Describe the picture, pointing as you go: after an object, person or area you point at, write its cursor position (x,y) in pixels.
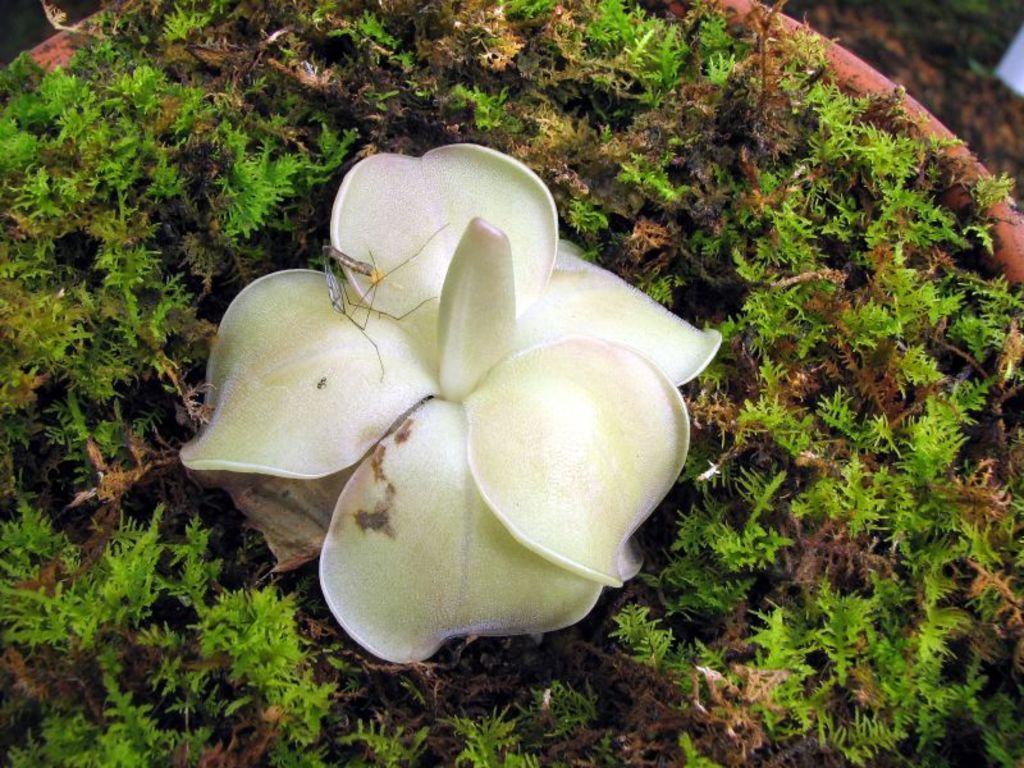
In this image we can see an insect (373,271) on the flower (560,377) and we can also see some leaves (870,601).
